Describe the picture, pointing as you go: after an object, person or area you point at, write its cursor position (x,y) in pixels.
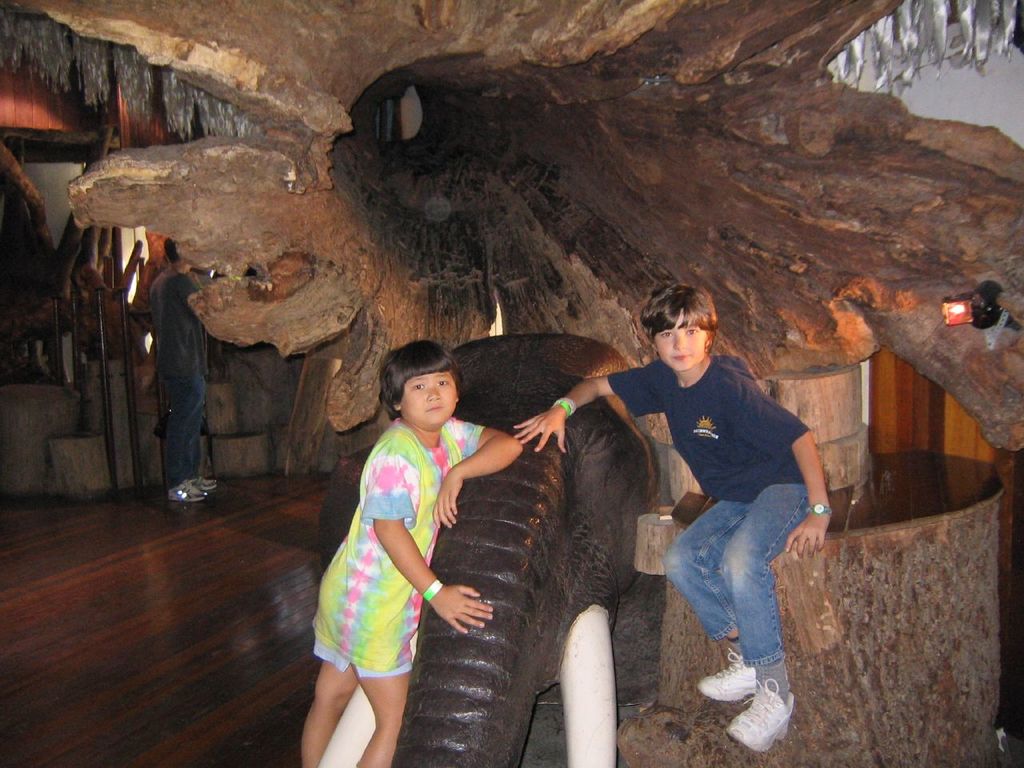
In this picture i could see two kids (701,487) standing beside the elephant (481,648) and the other (729,480) sitting on the wooden plank (872,459). In the background (280,293) i could see a big wooden plank (255,214).
